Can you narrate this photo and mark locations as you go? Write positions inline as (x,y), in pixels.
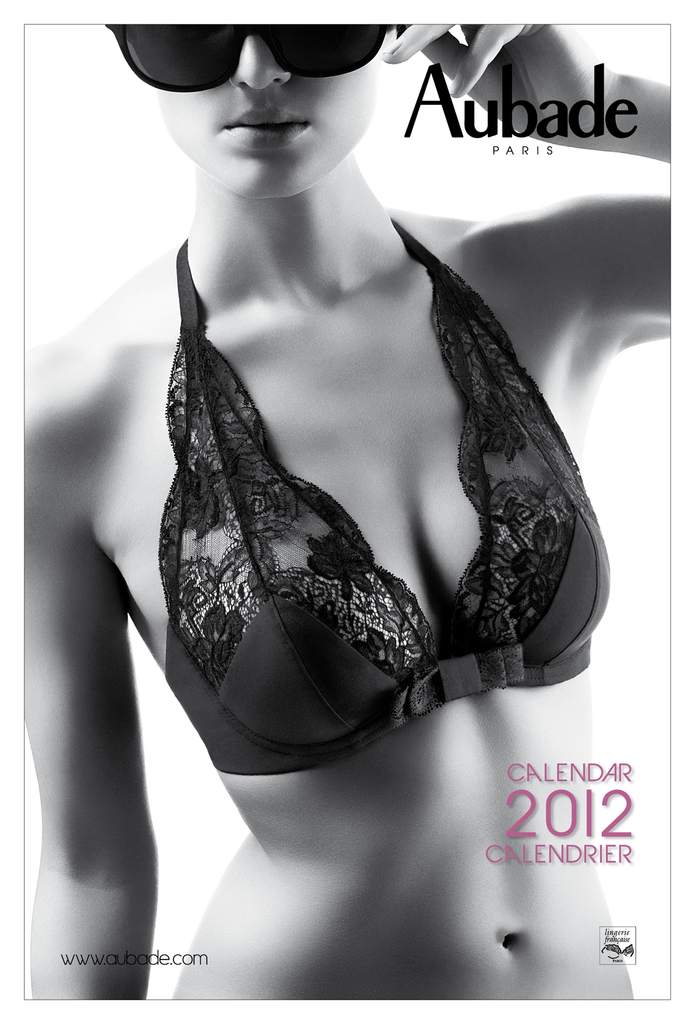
It is the black and white image in which there is a girl (338,737) who is wearing the bikini (352,727) and black color spectacles (227,29).
